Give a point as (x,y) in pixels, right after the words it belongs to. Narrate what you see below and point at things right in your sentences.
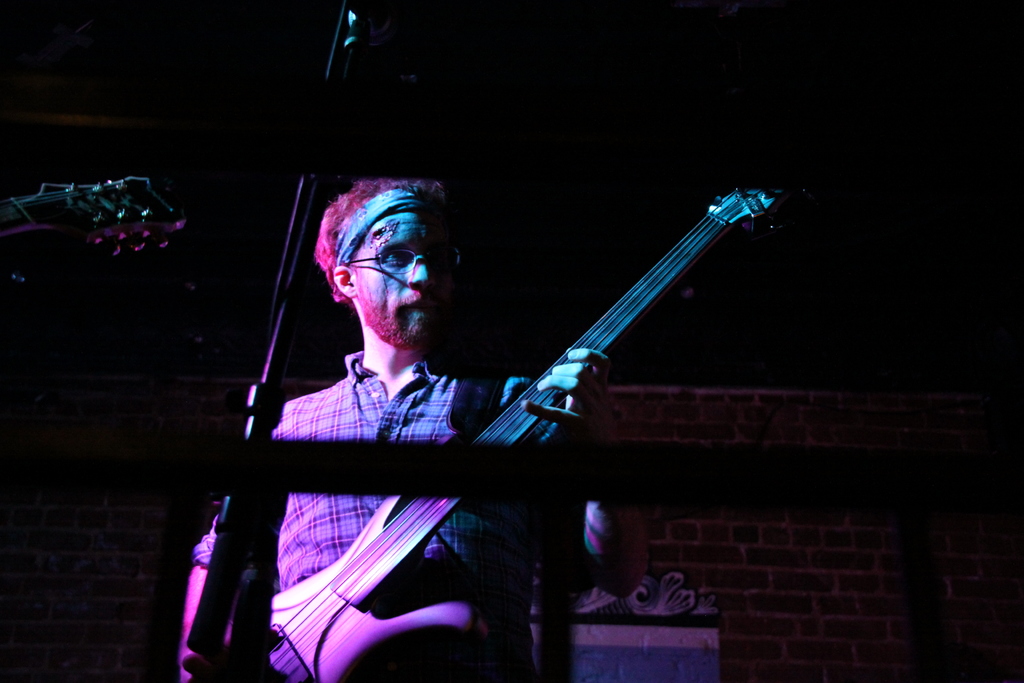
This is an image clicked in the dark. Here I can see a man (307,415) wearing a shirt (354,519), holding a guitar (347,573) in the hands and looking at the right side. In front of this man (363,376) there is a mike stand (224,594). In the background (744,533) there is a wall (870,588).
